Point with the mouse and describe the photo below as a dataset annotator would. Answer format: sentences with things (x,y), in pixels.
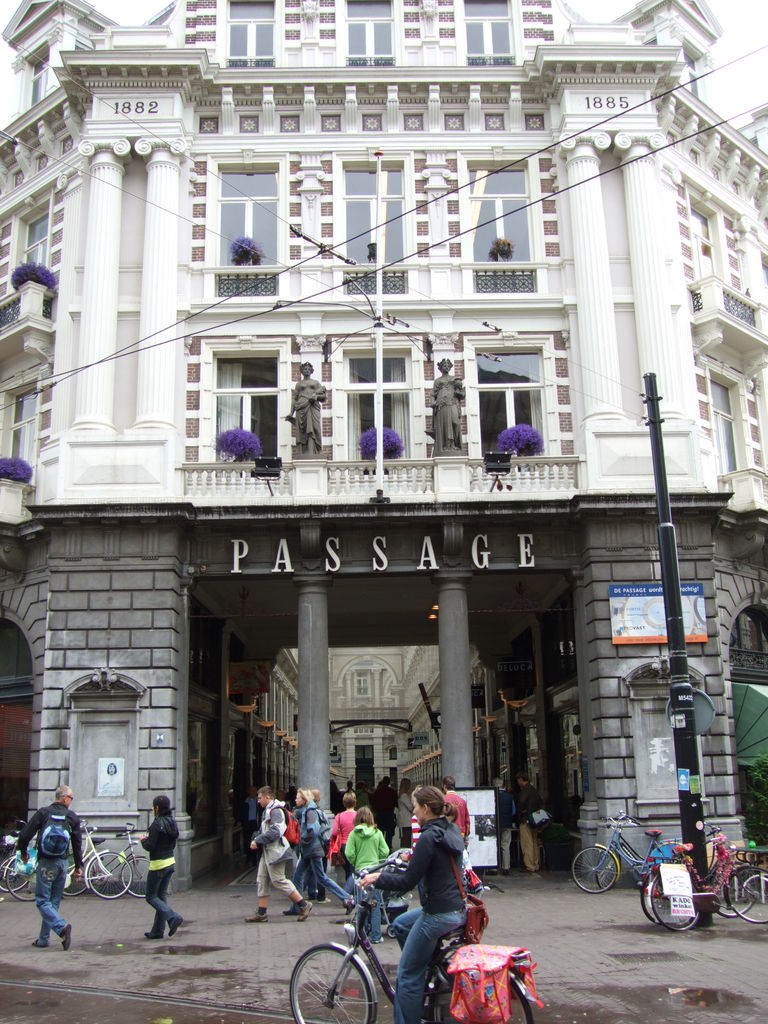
This picture is of outside. In the foreground (440,857) we can see a woman (433,861) riding bicycle (440,966) and there are many bicycles (609,857) standing on the ground (716,966) and group of persons (315,861) walking. In the background (402,368) we can see the building (554,143), sky (732,81), pole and two sculptures of human (446,409).
